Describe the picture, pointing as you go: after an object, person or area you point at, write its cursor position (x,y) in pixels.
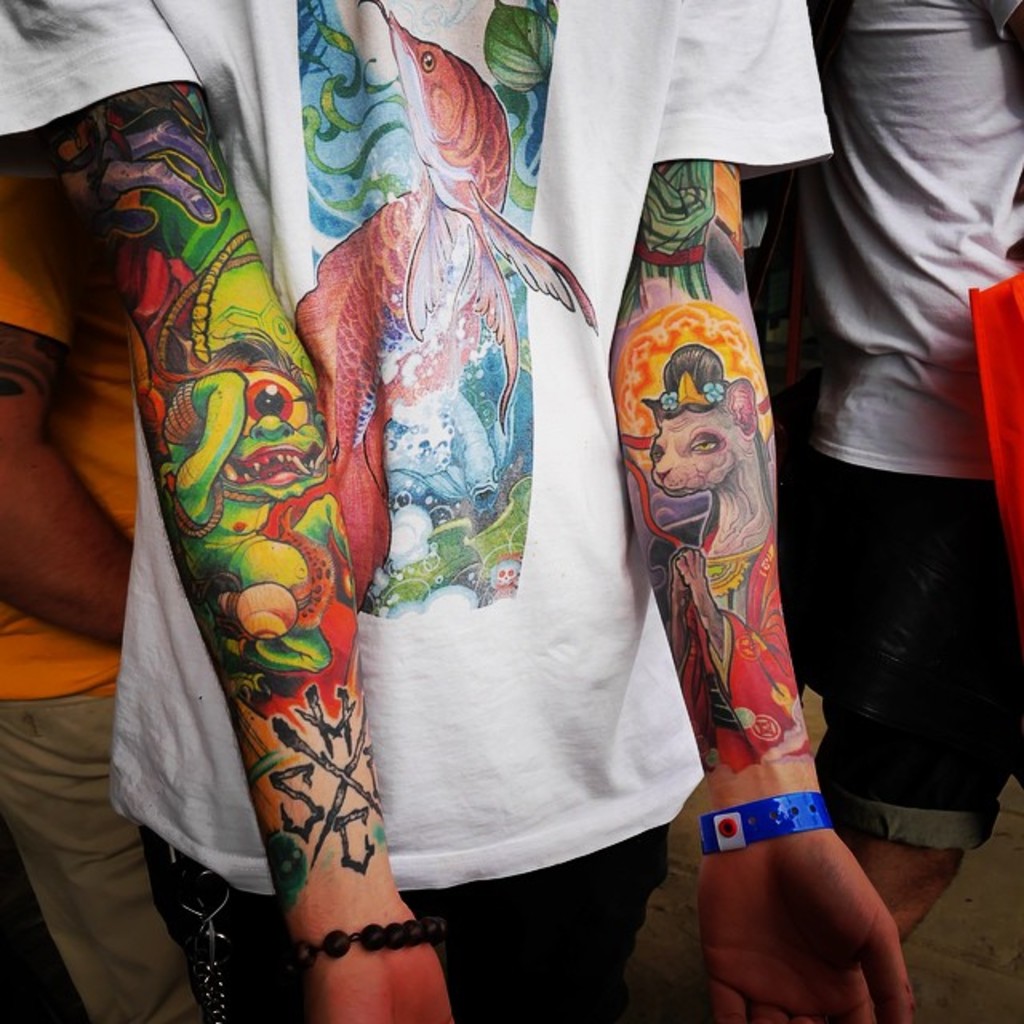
Here in this picture we can see a person (343,331) standing over a place and we can see tattoos (246,653) and both the hands (655,589) present over there and we can also see other people (79,428) standing on the floor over there.
